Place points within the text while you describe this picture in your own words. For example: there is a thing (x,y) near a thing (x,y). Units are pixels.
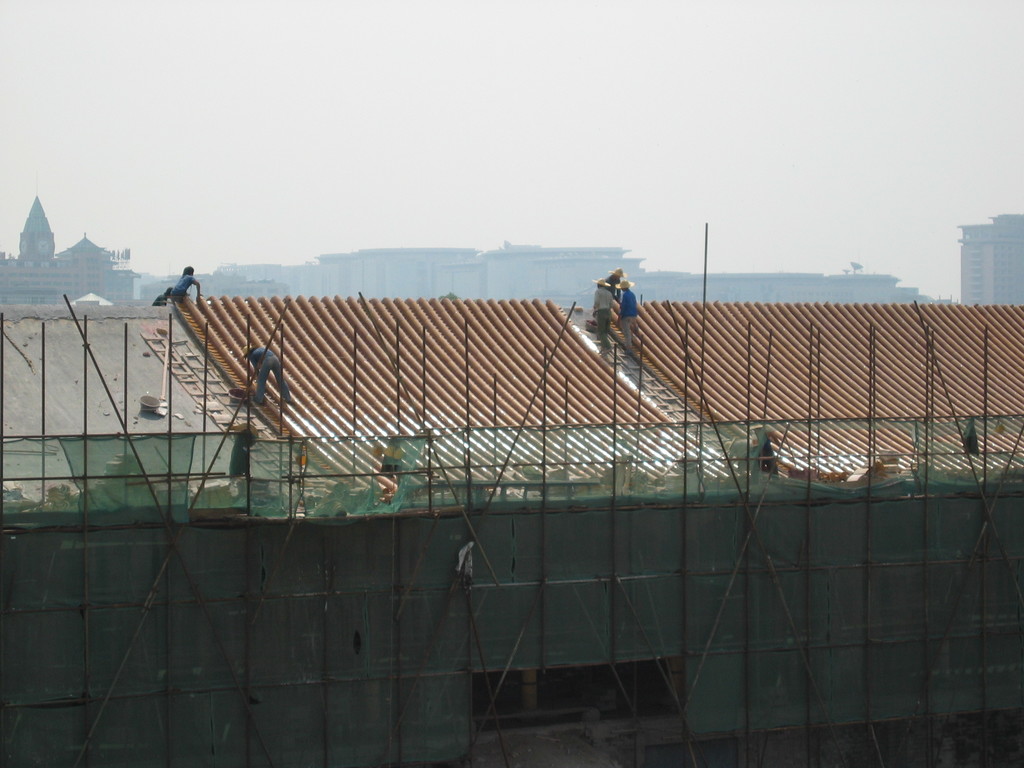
In the picture we can see a construction of the house (472,631), top of it we can see a house (212,308) with a roof (268,406) and some people (255,363) are repairing on it and behind it we can see a temple (45,263), some buildings (60,279) and a sky (419,4).
